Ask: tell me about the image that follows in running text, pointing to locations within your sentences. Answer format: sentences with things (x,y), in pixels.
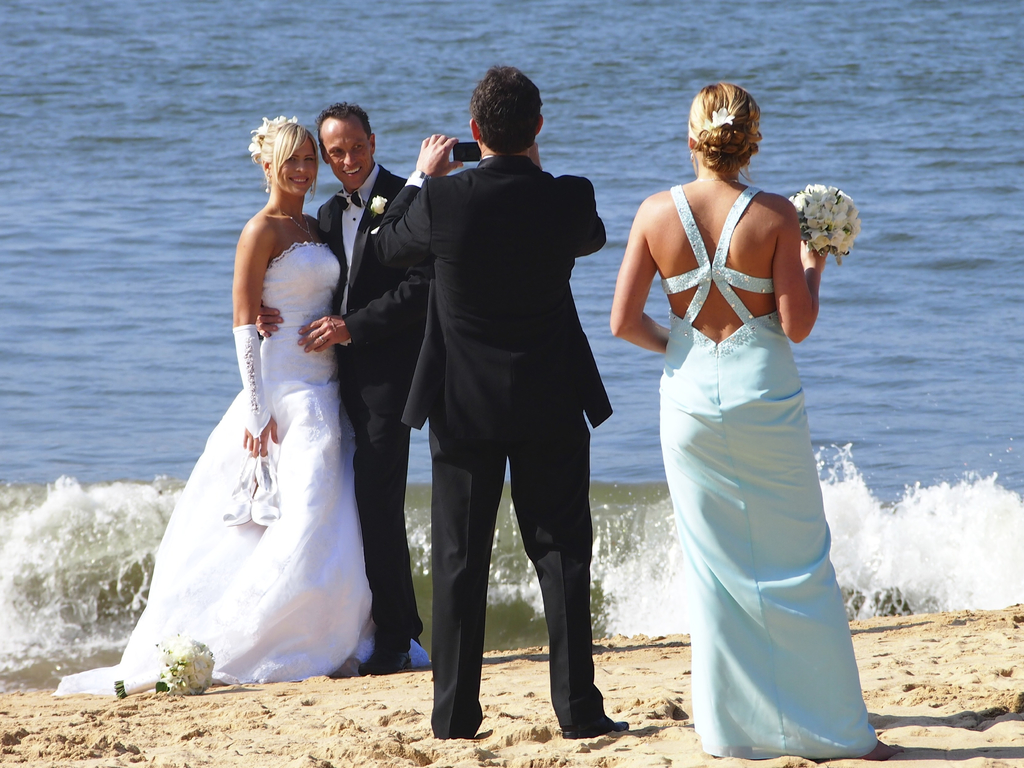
In the center of the image (342,443) we can see four people (315,420) are standing. Among them, we can see three people (311,323) are holding some objects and two people (370,175) are smiling, which we can see on their faces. And they are in different costumes (537,326). And we can see sand (231,718), two flower bouquets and a few other objects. In the background (212,239) we can see water (1010,177).
